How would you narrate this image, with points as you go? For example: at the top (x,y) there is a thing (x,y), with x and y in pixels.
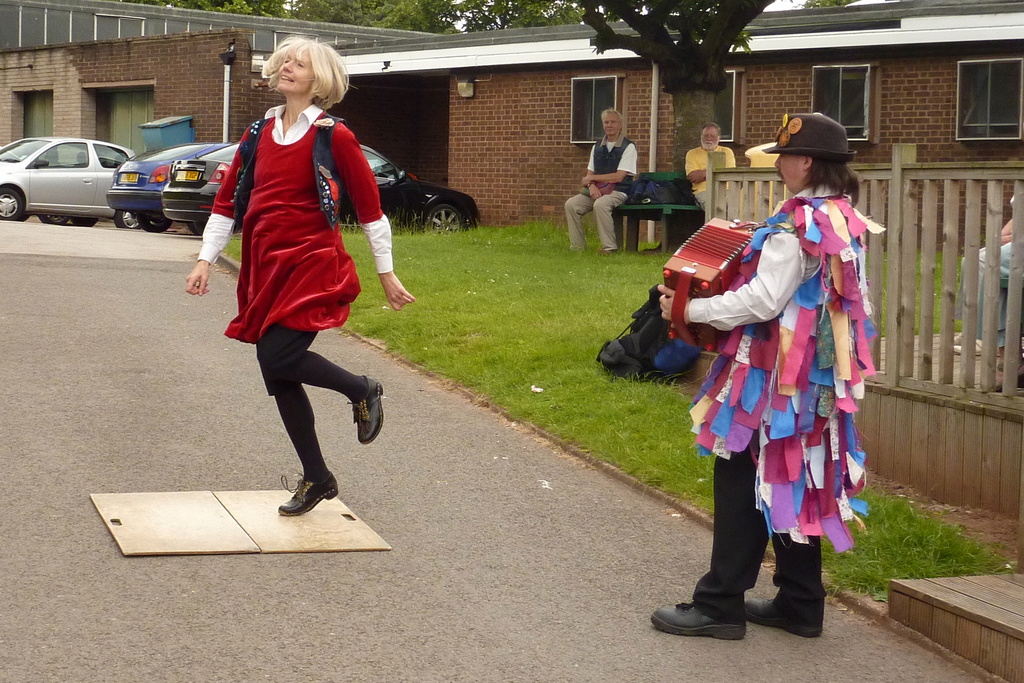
In this picture there is a woman (314,249) wearing a red color dress (275,281) and a man (774,293), holding a musical instrument (722,293) in his hand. The man (807,218) is wearing cap (802,128) on his head (835,163). Beside him there is a wooden railing (898,228) and a bag (648,337) placed on the ground (605,398). There are two men (623,188) sitting on the bench (644,206), under the tree (691,59). In the background (109,160) there are some cars (112,160) parked here and we can observe a house (195,49).
